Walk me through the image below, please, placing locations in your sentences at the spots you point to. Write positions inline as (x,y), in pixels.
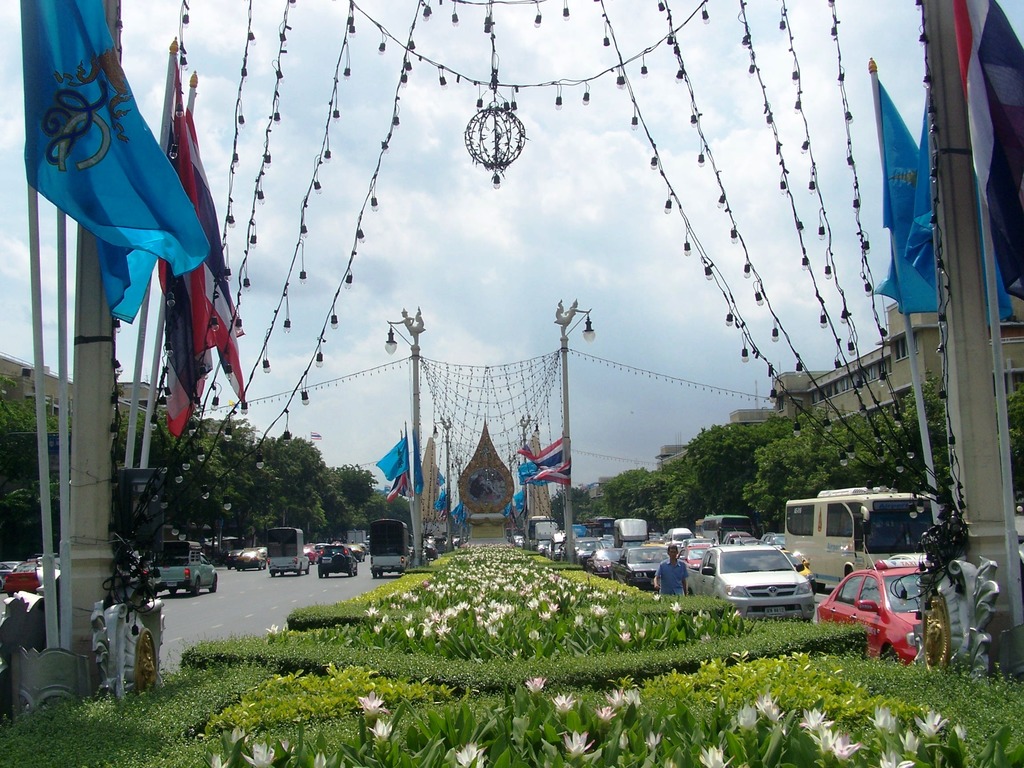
At the bottom of the image (354,674) there are bushes (483,674) with flowers (451,575). On the roads (270,612) there are vehicles (301,567). And there are poles (415,482) with statues (408,323) and lamps (587,329) and also there are decorative lights (270,396). And there is a pedestal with a statue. There are pillars (969,385) with lights (114,427) and poles (159,309) with flags (199,368). In the background (827,447) there are trees (864,460) and buildings (895,368). And also there is sky (606,275) with clouds (622,132).
